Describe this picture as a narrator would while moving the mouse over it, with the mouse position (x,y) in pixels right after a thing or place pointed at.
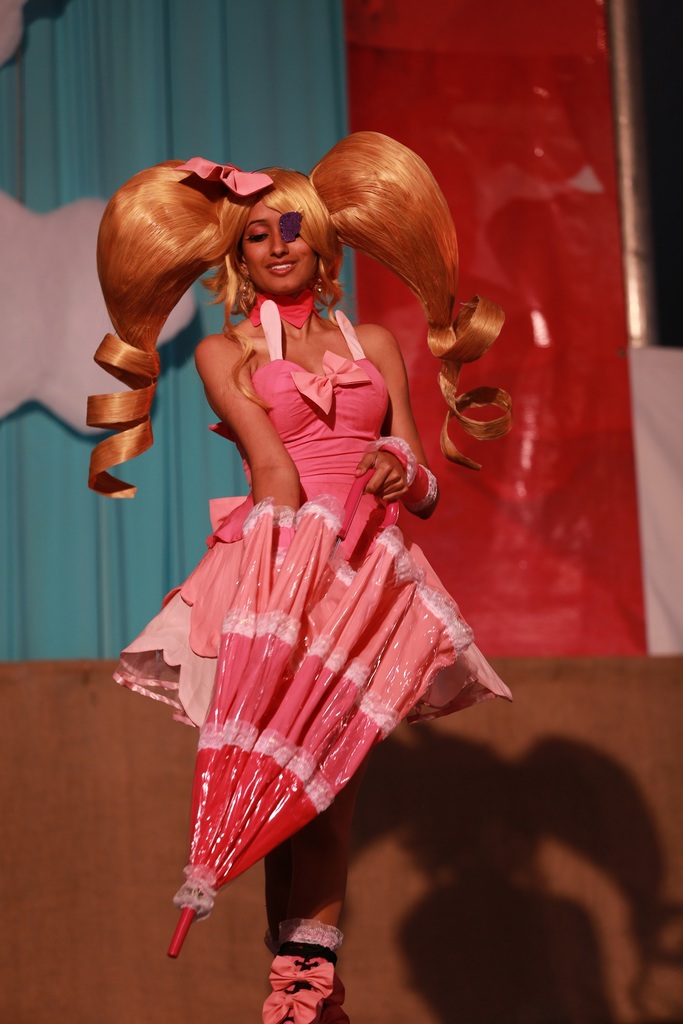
In front of the image there is a woman (321,399) with a smile on her face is holding an umbrella (262,667), behind the woman (205,667) there is a curtain (228,9) on the wall (141,991).
